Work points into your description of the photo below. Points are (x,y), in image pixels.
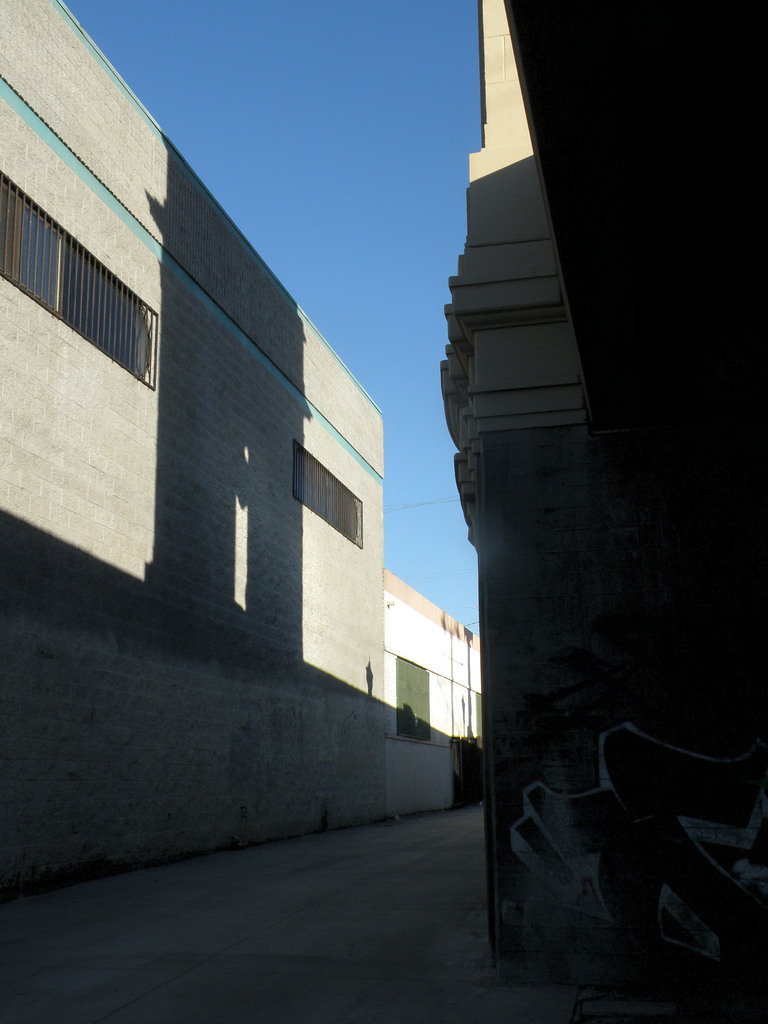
In this image I can see few buildings (718,535) in white and gray color. I can also see few windows (409,726), background (383,183) the sky (381,140) is in blue color.
